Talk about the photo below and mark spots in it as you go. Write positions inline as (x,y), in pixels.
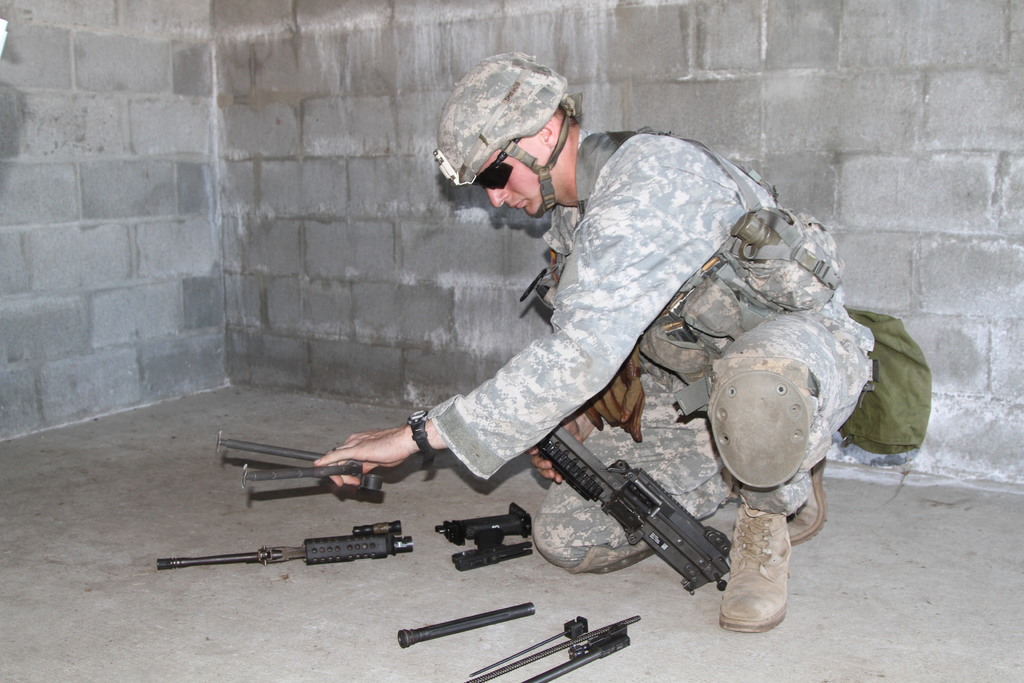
In this image I can see a man (544,415). The man (652,408) is wearing uniform (629,334), helmet (461,132) and other objects (717,397). I can also see some objects (325,548) on the ground (333,580). In the background (247,281) I can see a wall (279,171).
